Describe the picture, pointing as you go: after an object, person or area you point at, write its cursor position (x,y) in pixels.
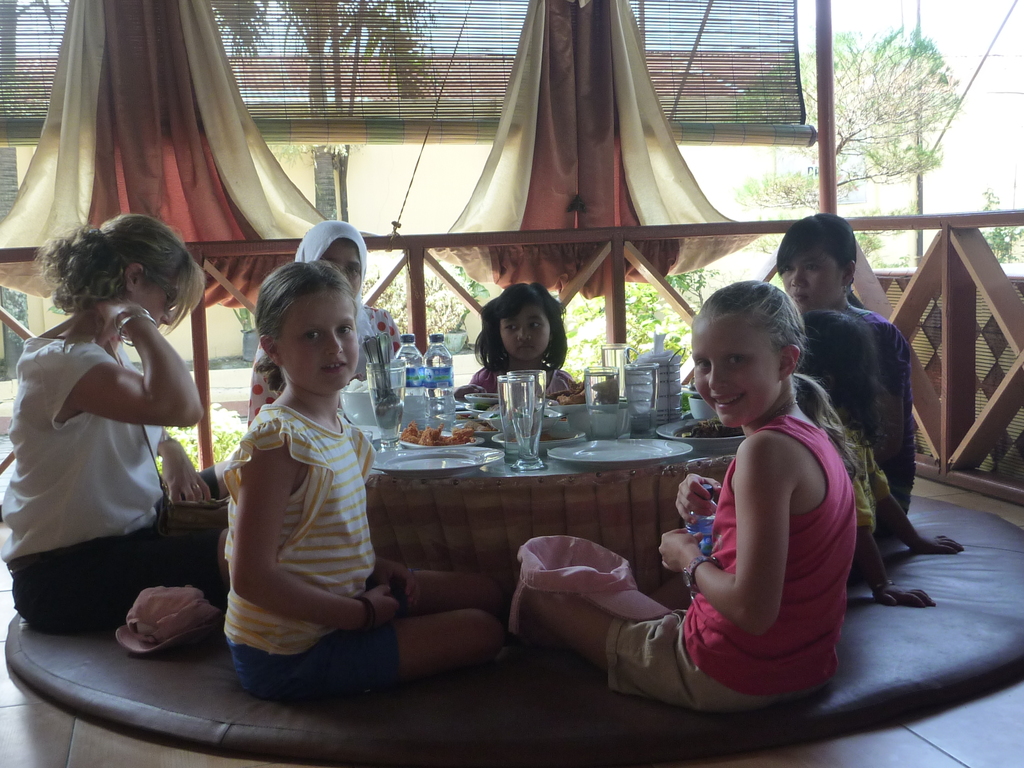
In this picture we can see some persons (526,363) sitting around the table (577,500). These are the plates (601,445), glasses (611,420), bowls (570,410), and bottles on the table (550,502). On the background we can see some trees (912,116). And this is curtain (146,185). This is sky (959,14).
